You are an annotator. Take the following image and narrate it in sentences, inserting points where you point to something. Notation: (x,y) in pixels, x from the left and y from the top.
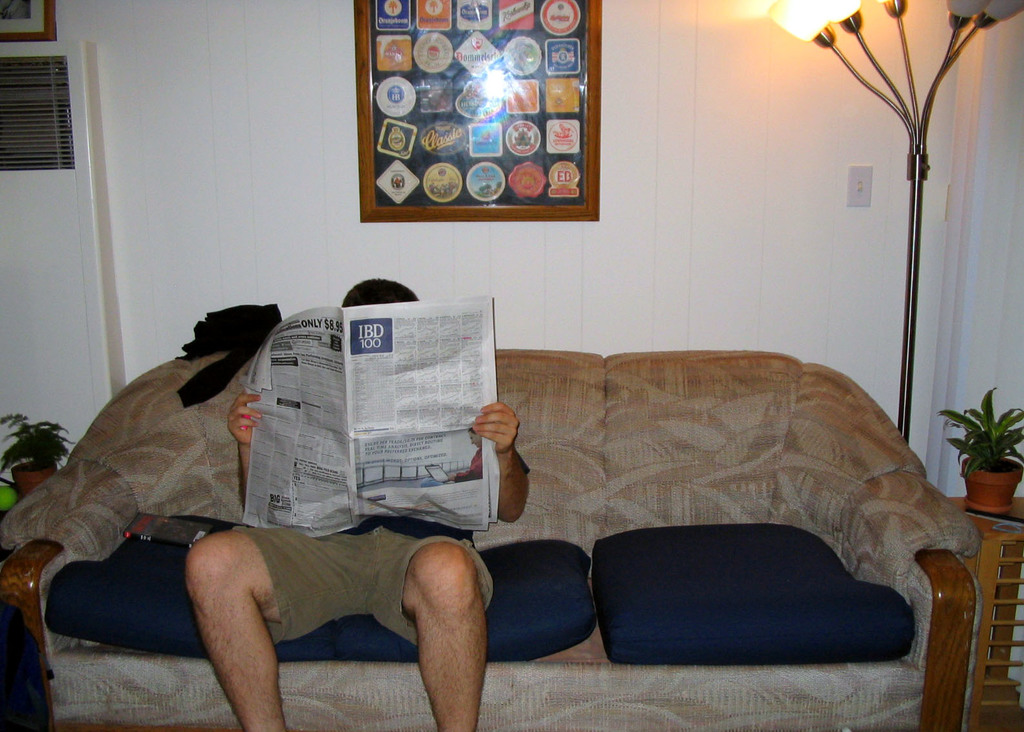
Here in the center (369,464) we can see one person (393,561) sitting on the couch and reading newspaper (370,435). Coming to the back ground (305,218) there is a wall (272,168) with photo frame (536,142) and he is surrounded by few objects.
